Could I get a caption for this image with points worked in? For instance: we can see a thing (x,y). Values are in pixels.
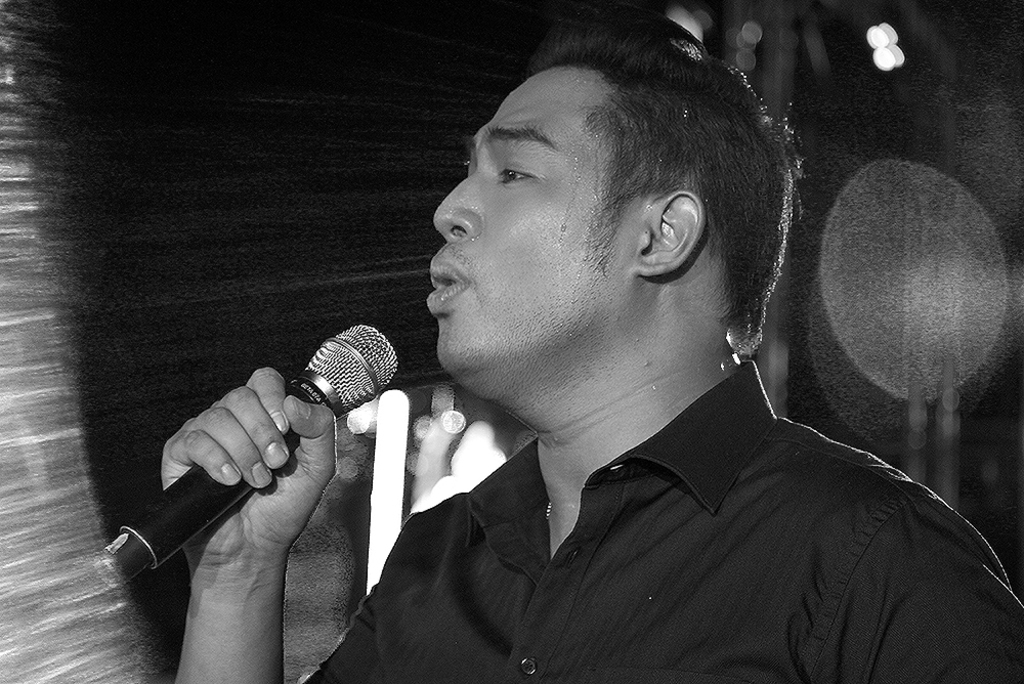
In this image there is a person (545,386) holding and talking in a microphone (158,558).
